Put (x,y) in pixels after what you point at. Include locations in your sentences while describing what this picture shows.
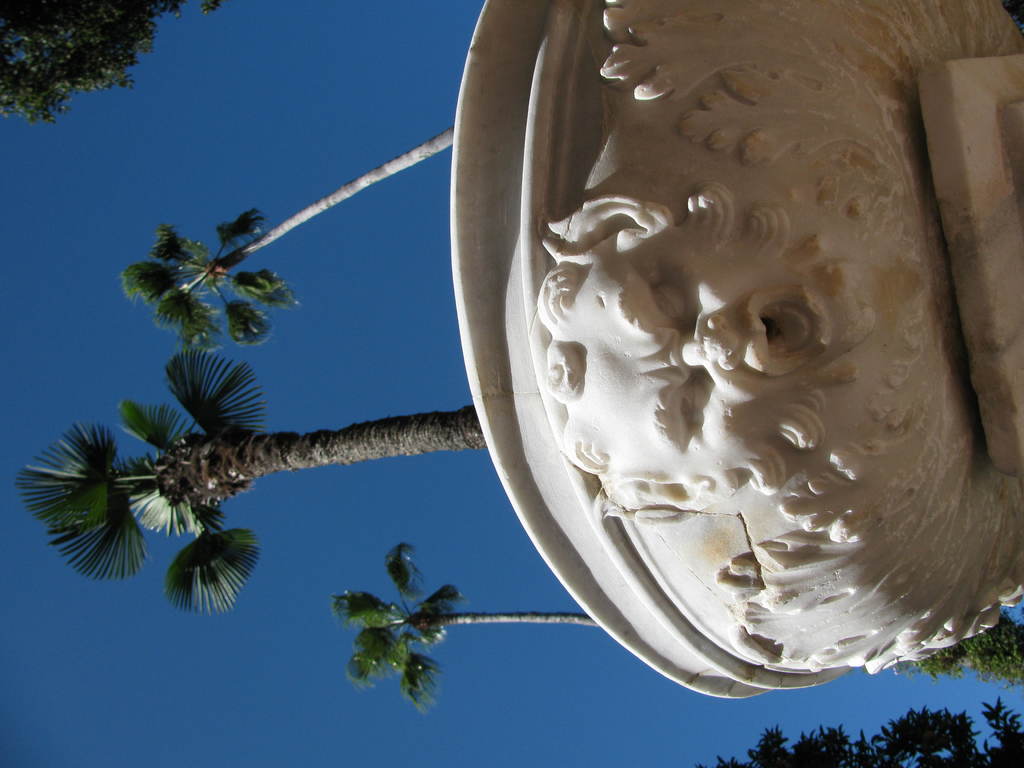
In this image I can see a pot (807,611) which is in white color, on the pot (500,373) I can see a statue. Background (242,119) I can see few trees (407,664) in green color and sky (239,194) in blue color.
